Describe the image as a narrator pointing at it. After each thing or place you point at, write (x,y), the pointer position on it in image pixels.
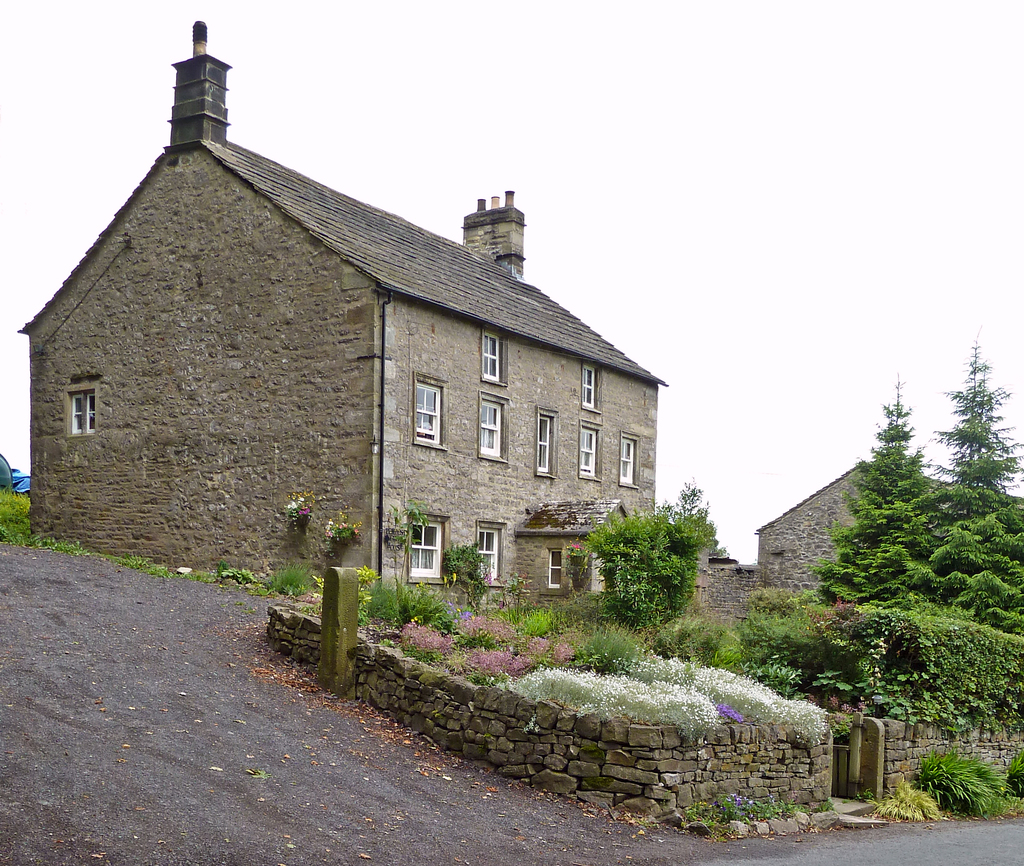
In this image I can see few buildings (176,254) in gray color and I can also see few glass windows (493,559), trees (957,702) in green color and the sky (643,149) is in white color.
